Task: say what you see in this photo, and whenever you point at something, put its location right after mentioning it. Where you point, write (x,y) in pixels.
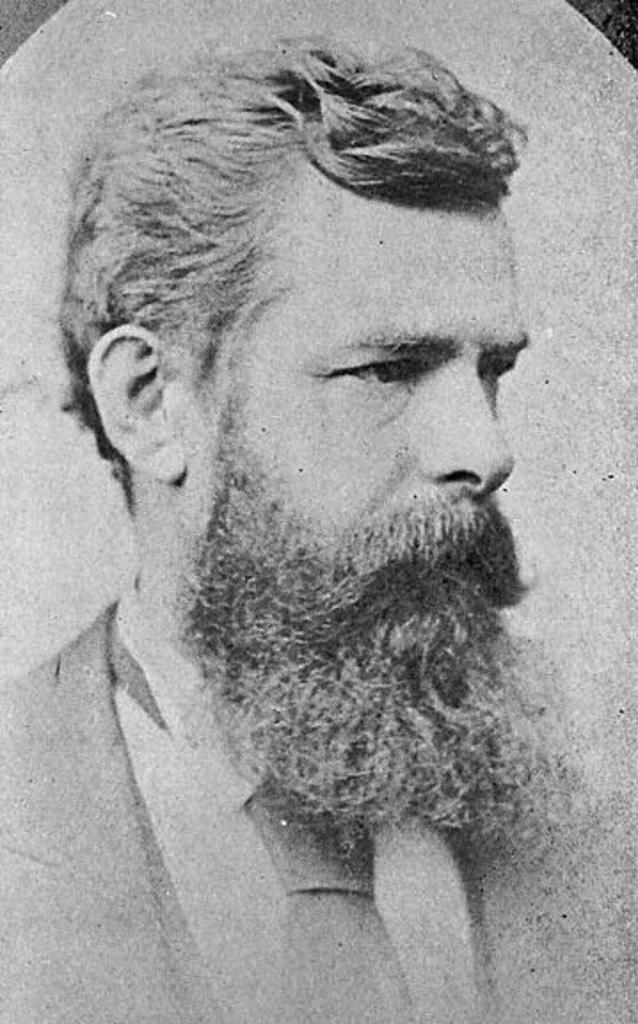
In the picture we can see a old white and black photography of a man (346,589) with long beard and wearing a blazer (517,982), tie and shirt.
